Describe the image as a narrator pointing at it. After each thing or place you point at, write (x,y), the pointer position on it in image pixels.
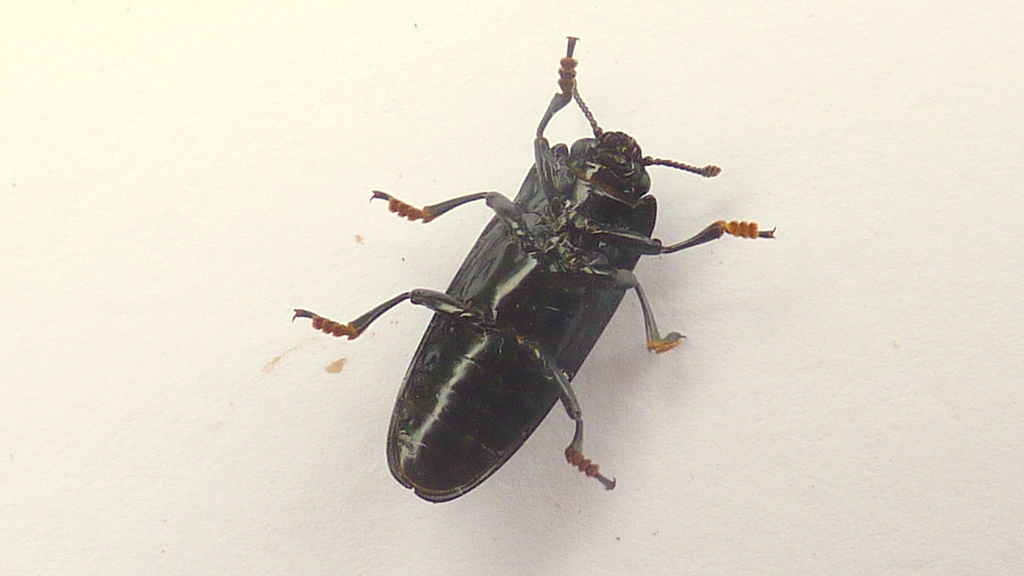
We can see insect (488,351) on white surface (649,436).
